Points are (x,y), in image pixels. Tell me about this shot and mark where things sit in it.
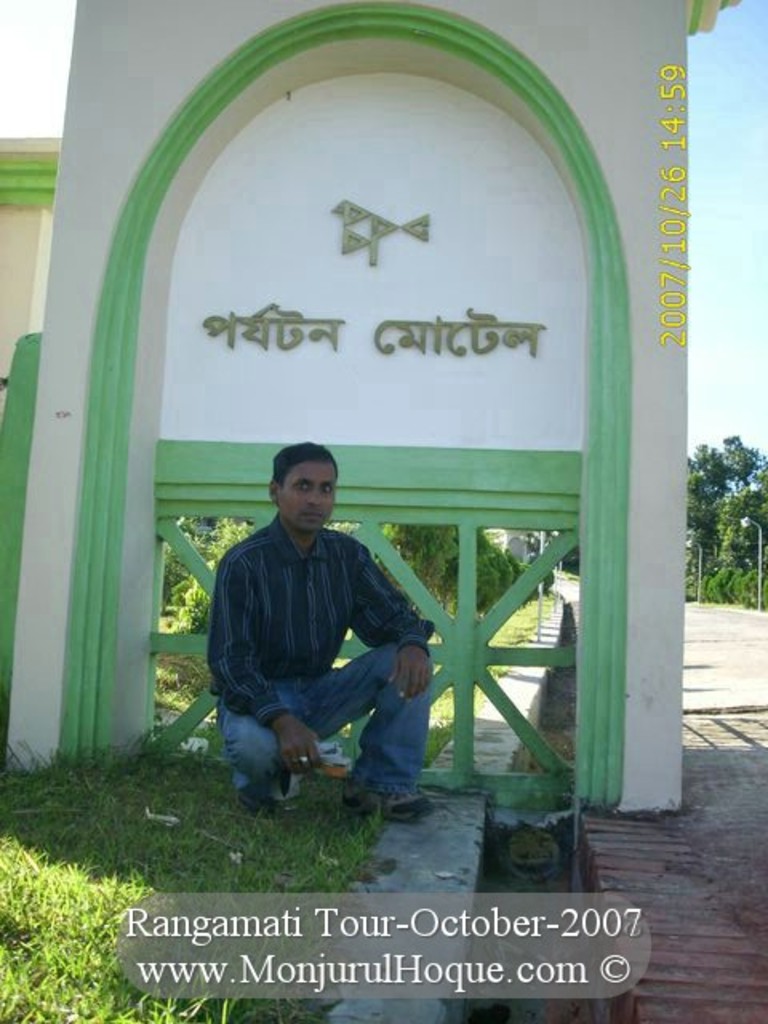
In this image we can see a person (410,647), behind him we can see the wall (410,588) with some text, there are some trees (712,543), plants (428,542), poles (699,546), lights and grass (88,771), also we can see the sky (17,39), at the bottom of the image (354,962) we can see the text (354,924).
